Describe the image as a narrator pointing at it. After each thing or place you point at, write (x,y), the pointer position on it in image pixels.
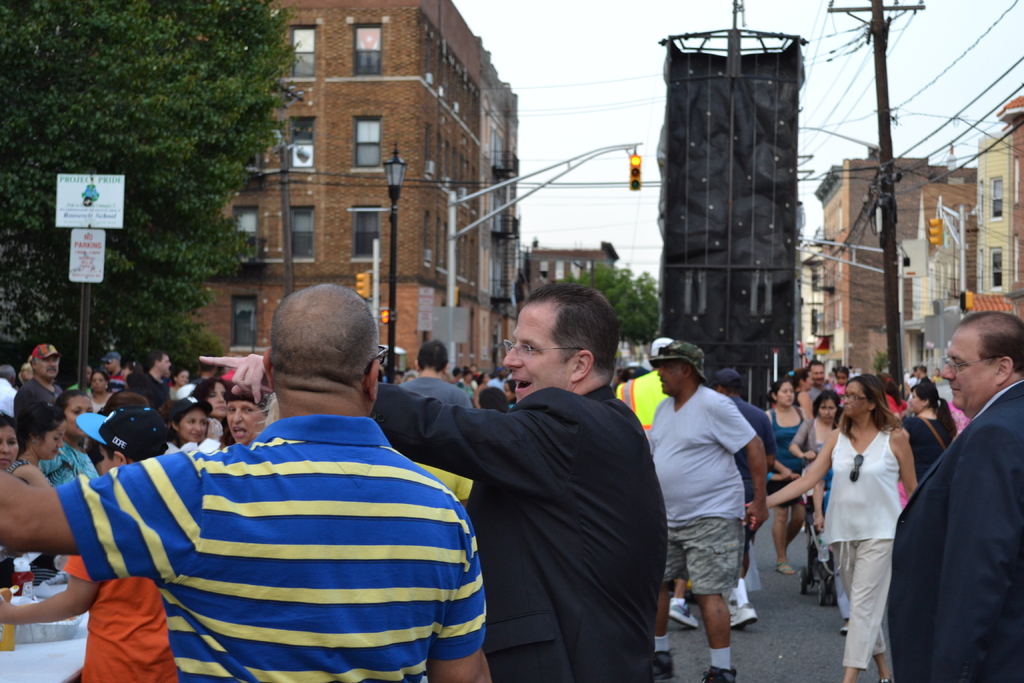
In this picture we can see many people (682,397) on the path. There are traffic signals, wires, a tree (591,286) and a streetlight (391,261). Few buildings (338,111) are visible in the background (506,130).
